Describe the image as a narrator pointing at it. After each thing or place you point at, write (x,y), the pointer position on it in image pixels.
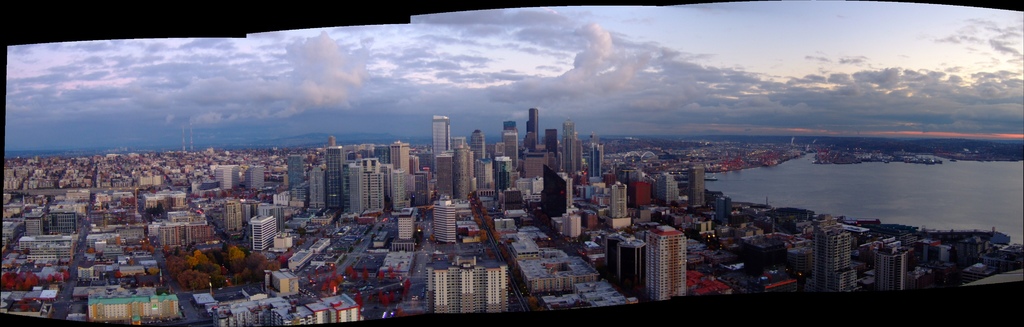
In this image, we can see so many buildings (608,249), houses (946,255), trees (233,278), roads (159,241), water (737,179). Top of the image (572,89), there is a cloudy sky (526,99).
